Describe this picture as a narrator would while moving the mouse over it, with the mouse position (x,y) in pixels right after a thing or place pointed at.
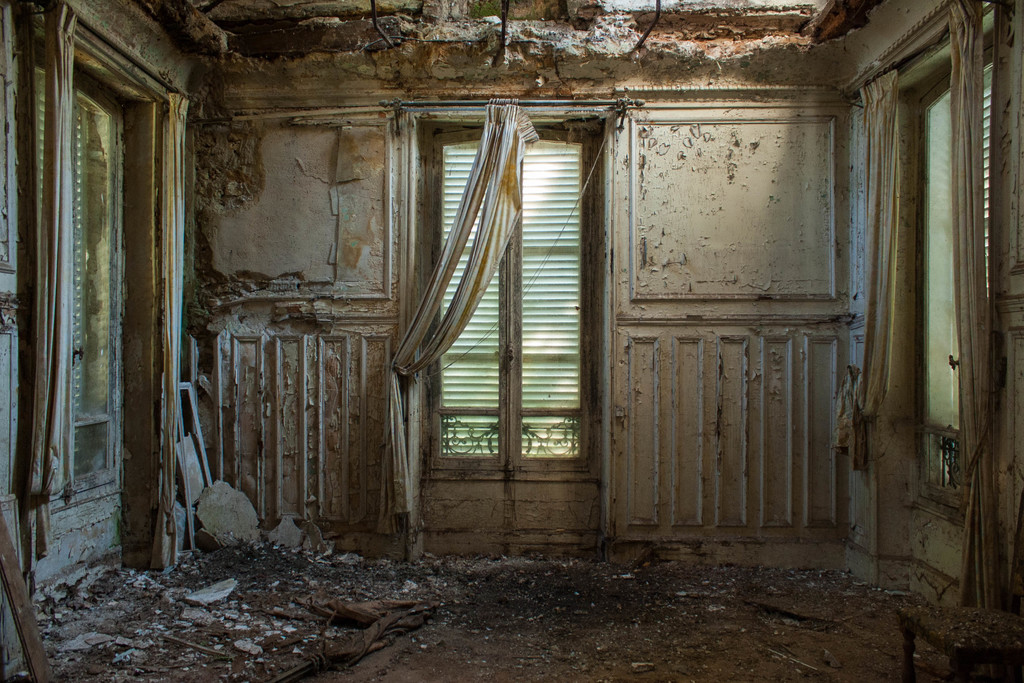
In this picture we can see an old house (862,18). We can see the doors (81,344), curtains (885,351) and rods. At the bottom portion of the picture (555,658) we can see the messy floor (443,677).
